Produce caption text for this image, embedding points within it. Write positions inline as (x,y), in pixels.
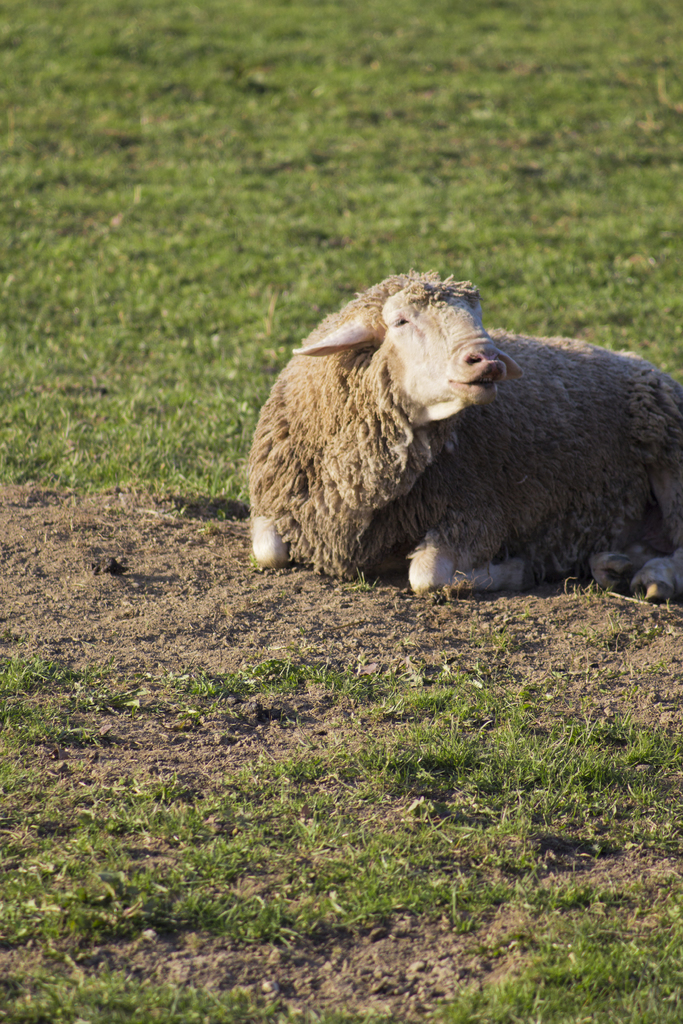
In this image I can see an animal (398,445) which is cream and brown in color is laying on the ground (541,634). I can see some grass (273,208) on the ground (329,215).
